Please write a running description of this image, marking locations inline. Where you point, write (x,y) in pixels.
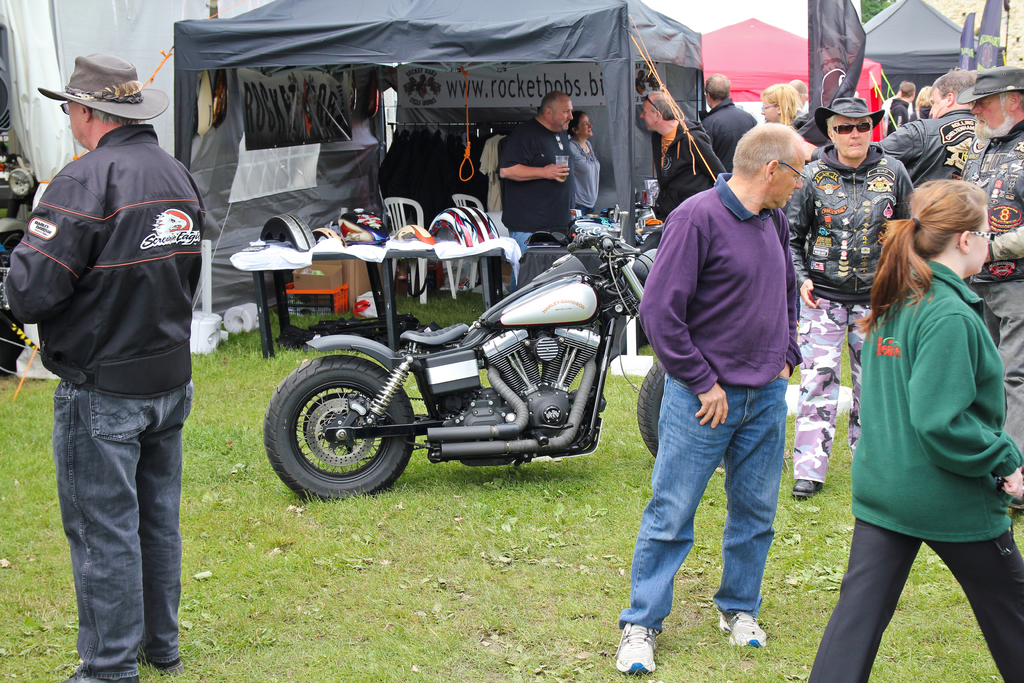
In this image we can see a group of people (808,209) standing on the ground (586,538). One person (140,220) wearing a jacket (73,248) and a hat (136,108). To the right side of the image (976,232) we can see a woman (982,255) wearing spectacles (971,233) and a green jacket (953,422). In the background (564,382), we can see a vehicle (527,383) parked on the ground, group of tents (686,87), chairs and tables (296,266).
